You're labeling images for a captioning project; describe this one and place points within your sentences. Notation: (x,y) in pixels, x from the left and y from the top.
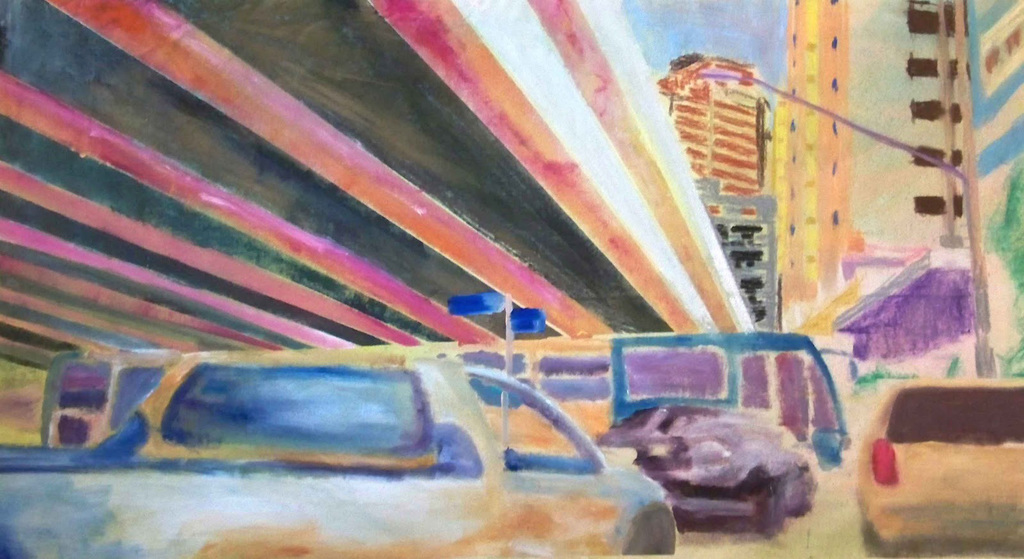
In this picture I can see a drawing (524,339) of vehicles (780,368), buildings (776,111) and sky (695,30).
